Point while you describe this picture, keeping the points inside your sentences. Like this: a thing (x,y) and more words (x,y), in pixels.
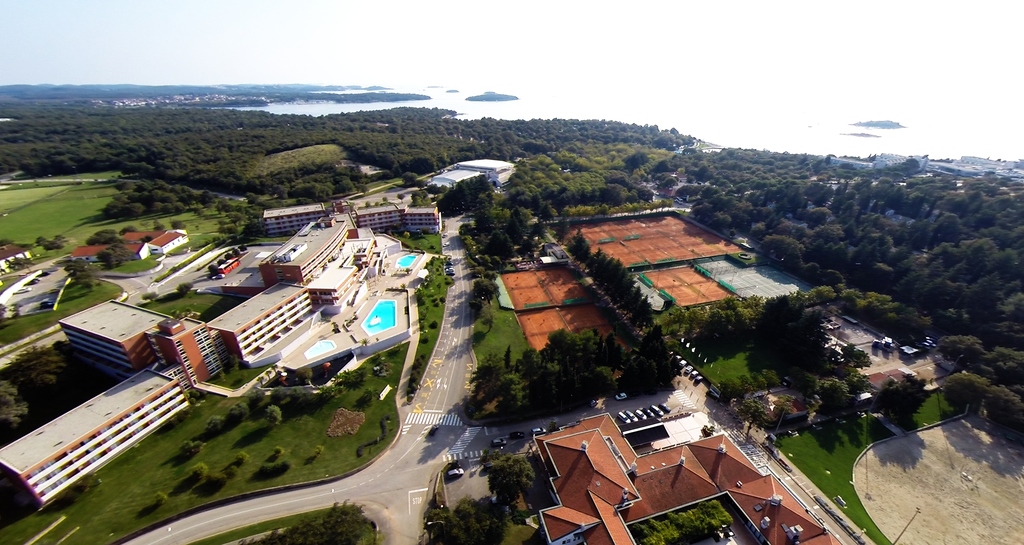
This is an outside view. At the bottom of the image (247,385) I can see the ground (249,460). There are some buildings (96,405), trees (626,363) and few vehicles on the road (432,422). On the right bottom of the image (950,484) I can see the playing ground (914,489). In the background (615,114) there is an ocean (461,100). On the top of the image (133,25) I can see the sky (168,47).
